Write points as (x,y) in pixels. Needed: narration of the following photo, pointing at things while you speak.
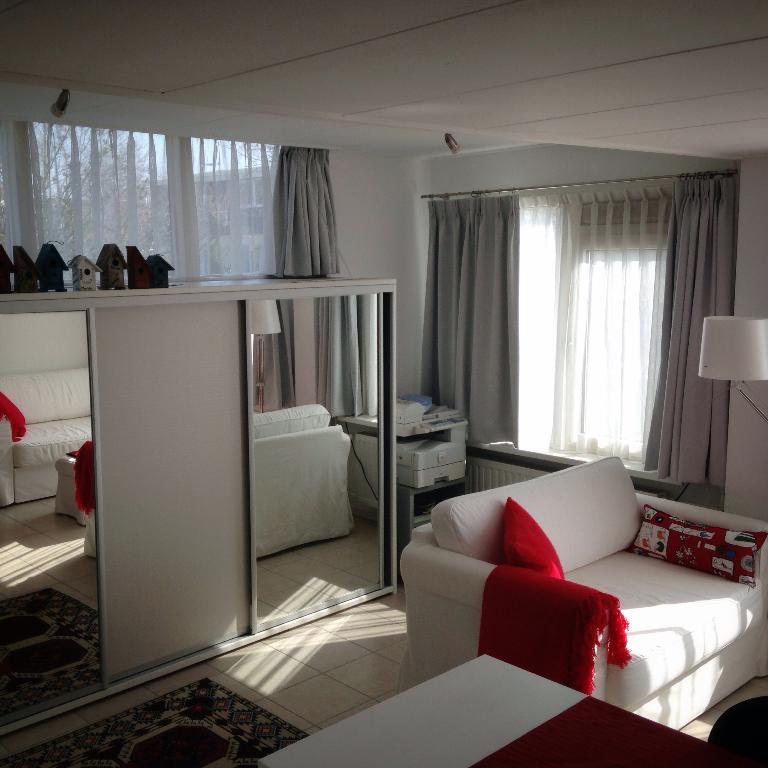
In this picture we can see a room (415,428) with sofa (577,548) pillows (653,544) on it, lamp (722,358), curtains (528,284) to window (542,405), printer (465,429), mirror (279,324), toys (139,259).
